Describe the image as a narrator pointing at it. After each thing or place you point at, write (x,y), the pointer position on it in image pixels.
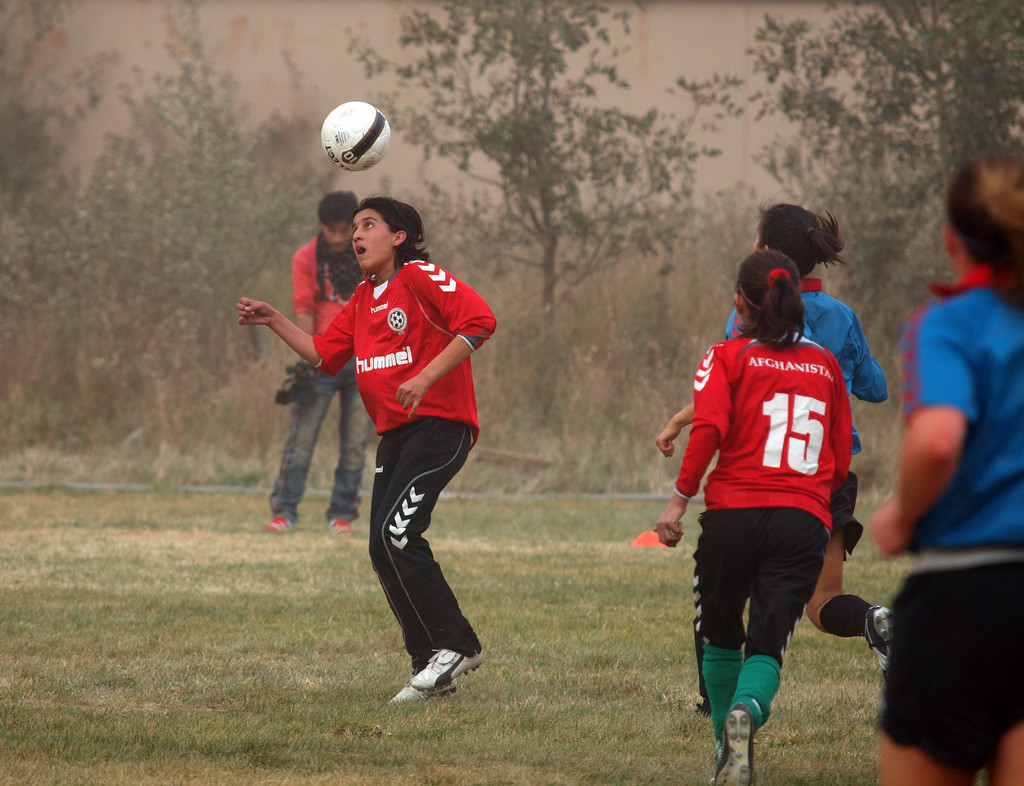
In this image there are group of people (396,378) playing with a ball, and in the background (605,294) there are trees (112,227).
